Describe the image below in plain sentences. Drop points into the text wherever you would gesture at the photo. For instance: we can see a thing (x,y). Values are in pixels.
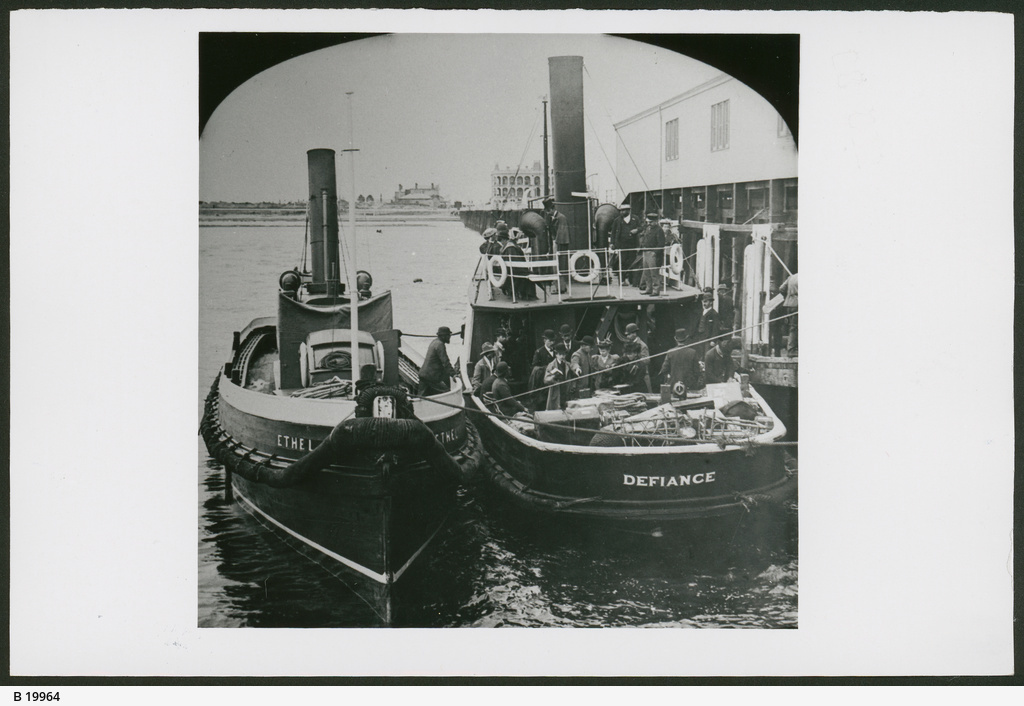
It is an edited image, there is a black and white picture of two ships (482,413) on the water surface (369,244) and there are many people (505,360) in those ships (359,321).
